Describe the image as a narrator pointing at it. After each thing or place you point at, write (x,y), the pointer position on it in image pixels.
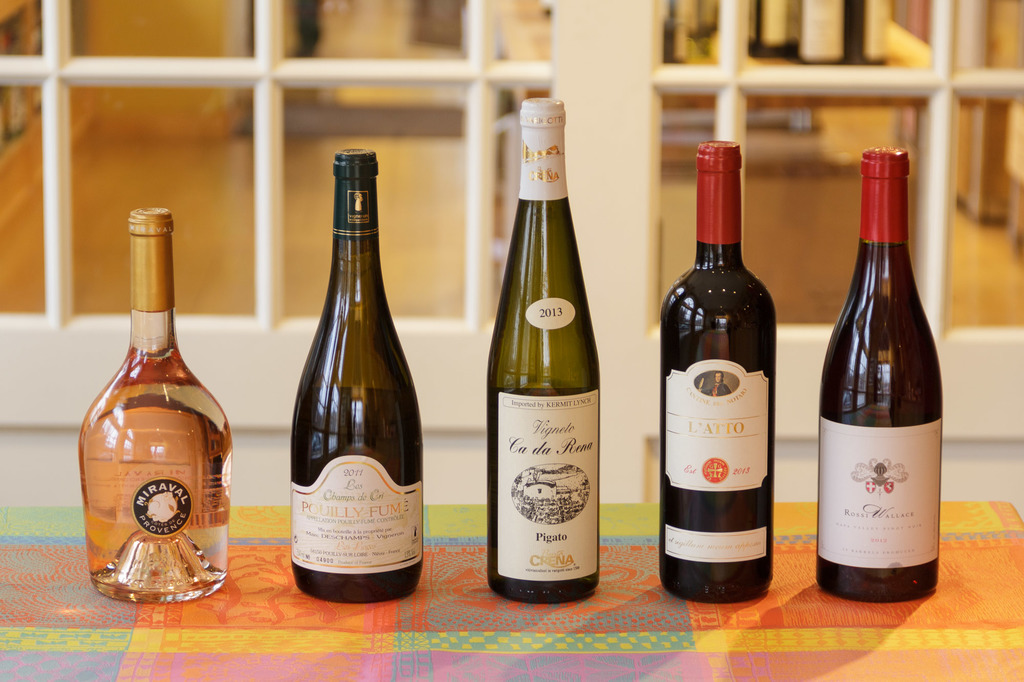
In the picture we can see some bottles (369,446) which are arranged in a row are placed on a table (681,664) and in the background of the picture (606,137) there is a window (408,132).
